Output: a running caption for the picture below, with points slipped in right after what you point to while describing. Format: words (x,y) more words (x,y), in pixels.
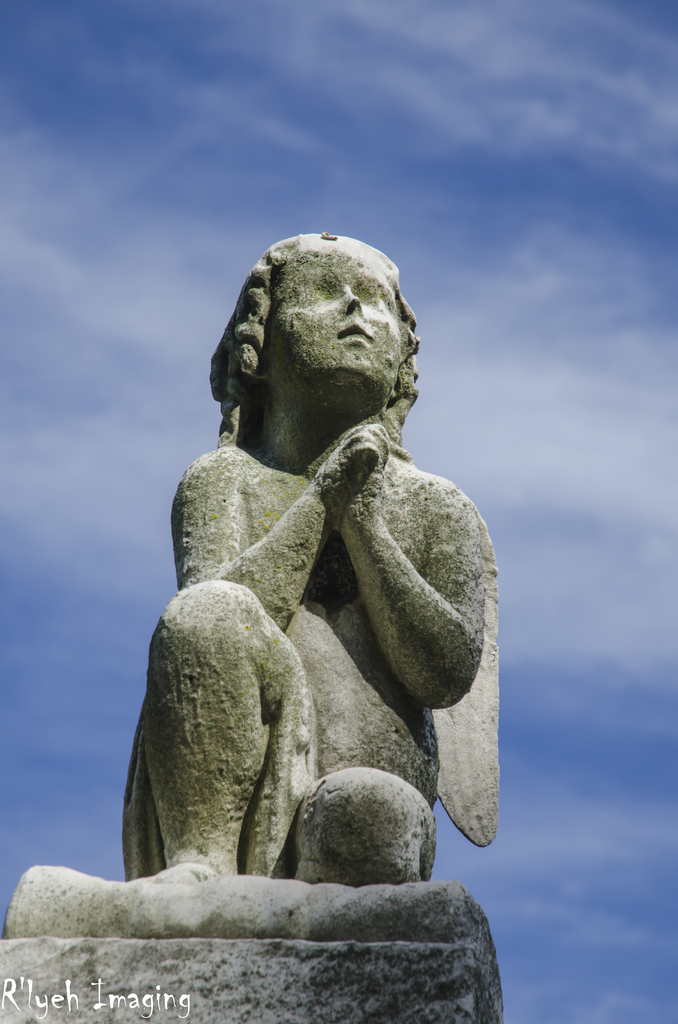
In the image there is a sculpture (250,806).
